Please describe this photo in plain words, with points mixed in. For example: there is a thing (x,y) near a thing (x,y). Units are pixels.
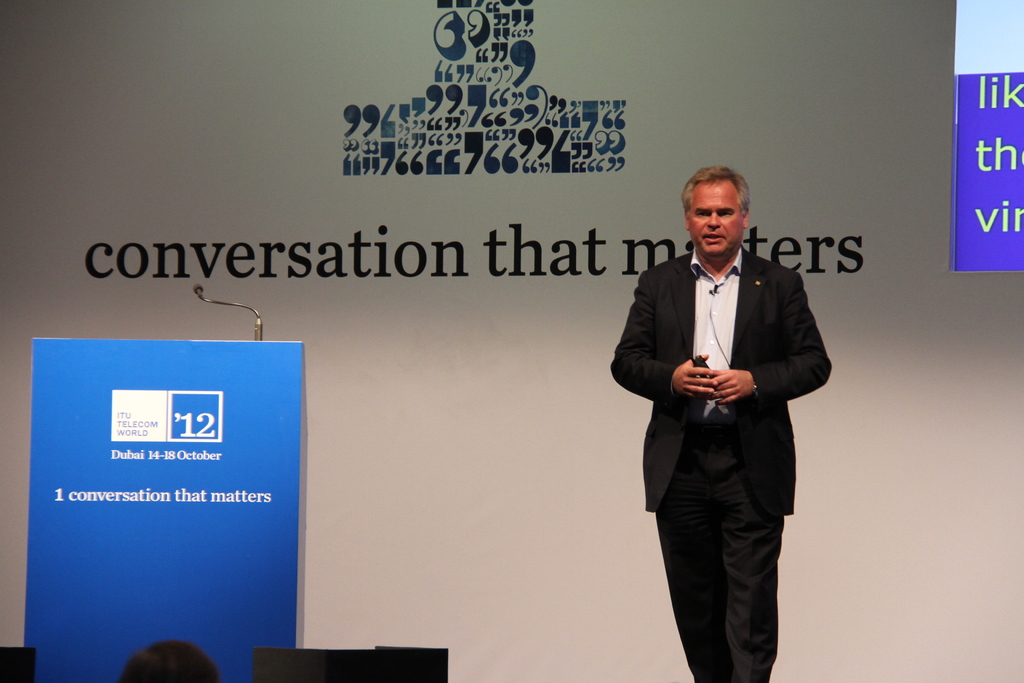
In this picture we can see a person (724,338) standing and holding a device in his hand (718,393). We can see a podium (70,479) and a mic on the left side (241,514). We can see a person (182,663). There is a poster (472,256) in the background (318,334).
